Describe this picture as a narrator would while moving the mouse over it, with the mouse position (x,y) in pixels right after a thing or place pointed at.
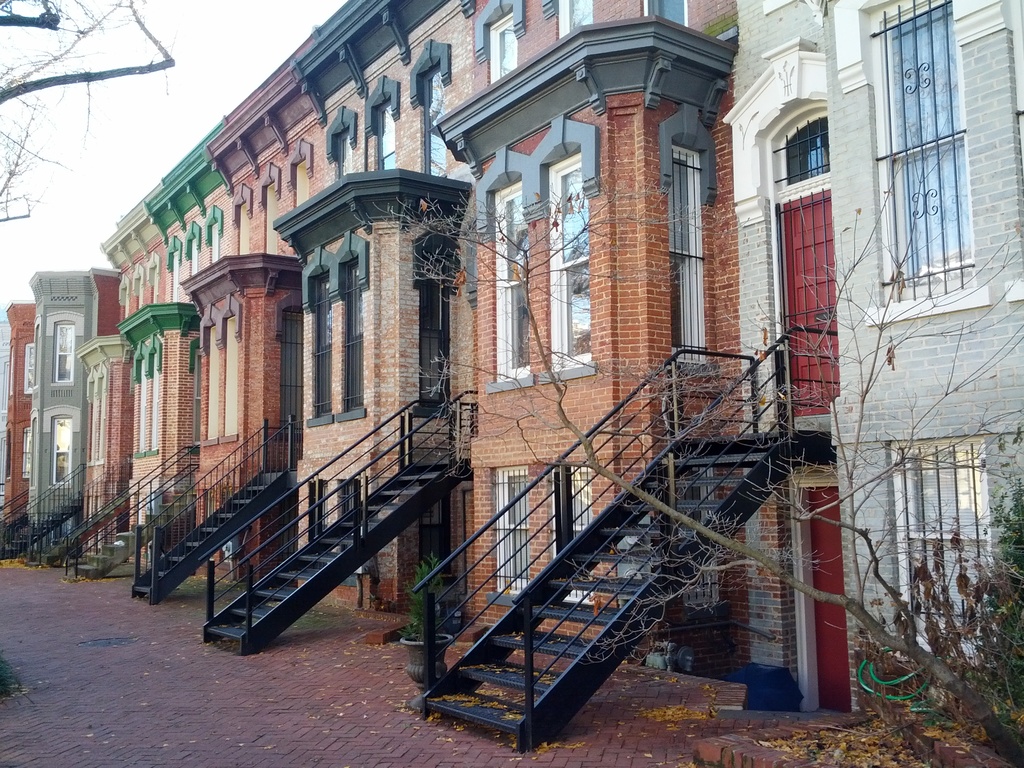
In this image I can see few buildings (583,226), windows (583,226), few stairs (544,477), railing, flower pots (412,679), dry trees (915,607) and few doors (824,613). The sky (77,53) is in white color.
